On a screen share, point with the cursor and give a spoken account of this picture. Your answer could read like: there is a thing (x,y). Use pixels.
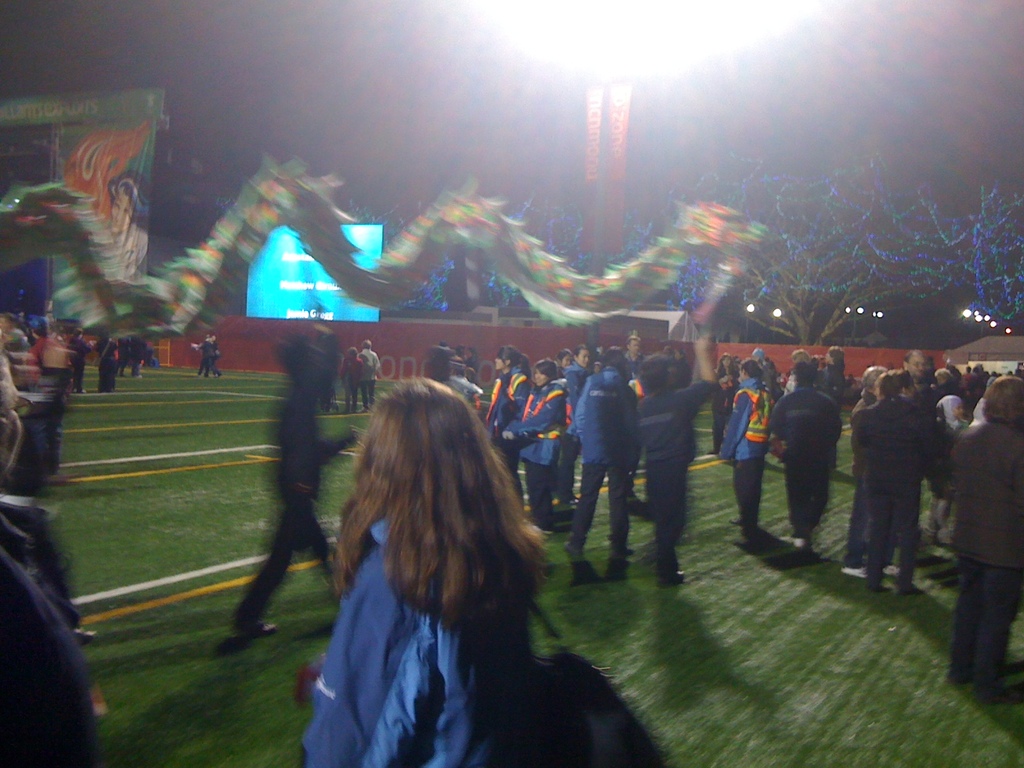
In this picture we can see some people (776,454) standing, at the bottom (752,705) there is grass (741,665), we can see a screen (291,280) in the background (277,279), on the right side (910,272) there is a tree (885,253), we can see a light (651,41) here.
